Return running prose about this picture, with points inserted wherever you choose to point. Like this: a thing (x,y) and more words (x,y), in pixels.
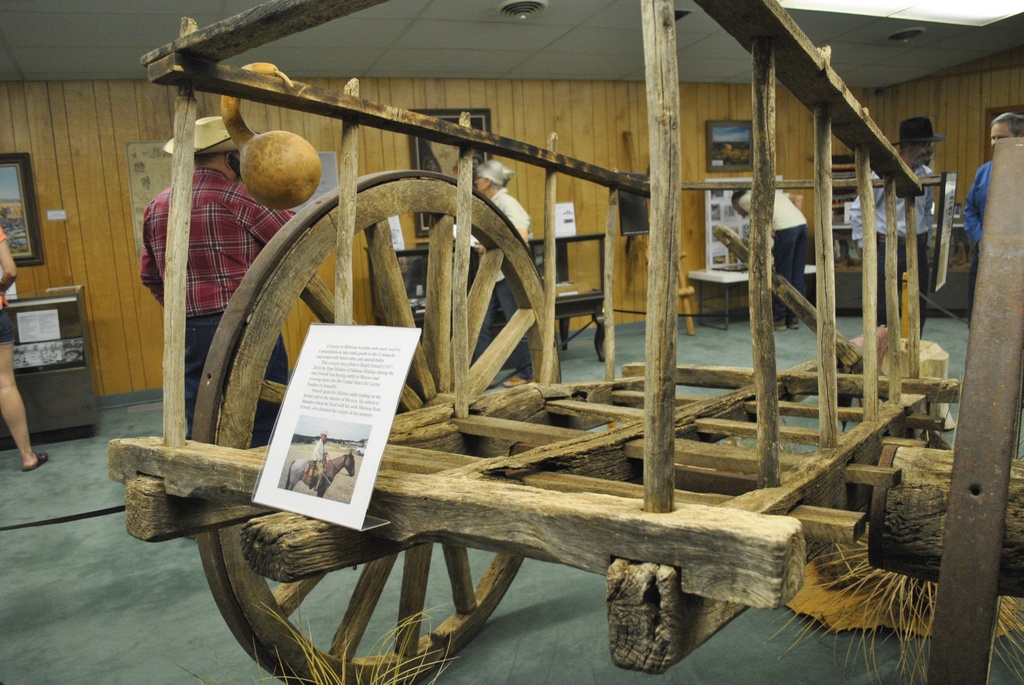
In the foreground (625,191) I can see a wood cart (608,218) and a metal rod (1006,263). In the background (973,288) I can see a group of people (977,184) are standing on the floor (633,354), table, wooden wall (106,245) on which wall paintings (39,233) are there. This image is taken in a hall (101,228).
